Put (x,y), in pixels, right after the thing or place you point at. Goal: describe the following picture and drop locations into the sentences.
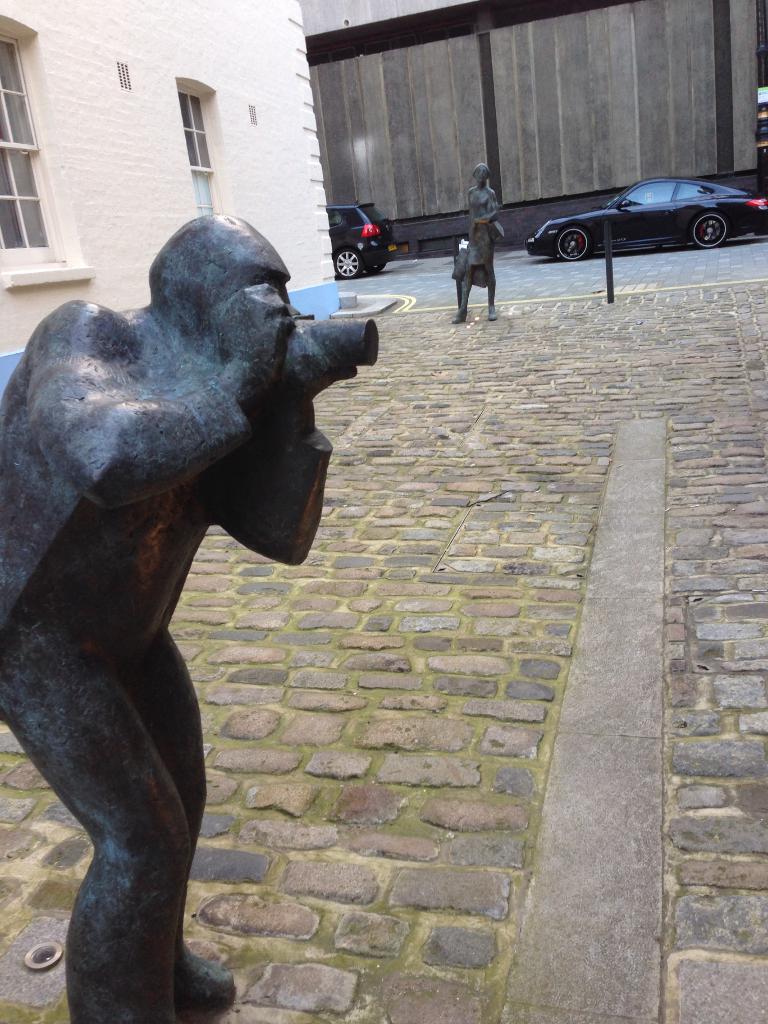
There is a statue (116,507) of a person (144,476) holding camera (332,345). In the back (482,228) there is another statue (480,260). Also there is a building (120,149) with windows (194,159). In the back (356,239) there are cars (361,219) on the road (644,263). In the back (536,94) there is a wall (530,90).
